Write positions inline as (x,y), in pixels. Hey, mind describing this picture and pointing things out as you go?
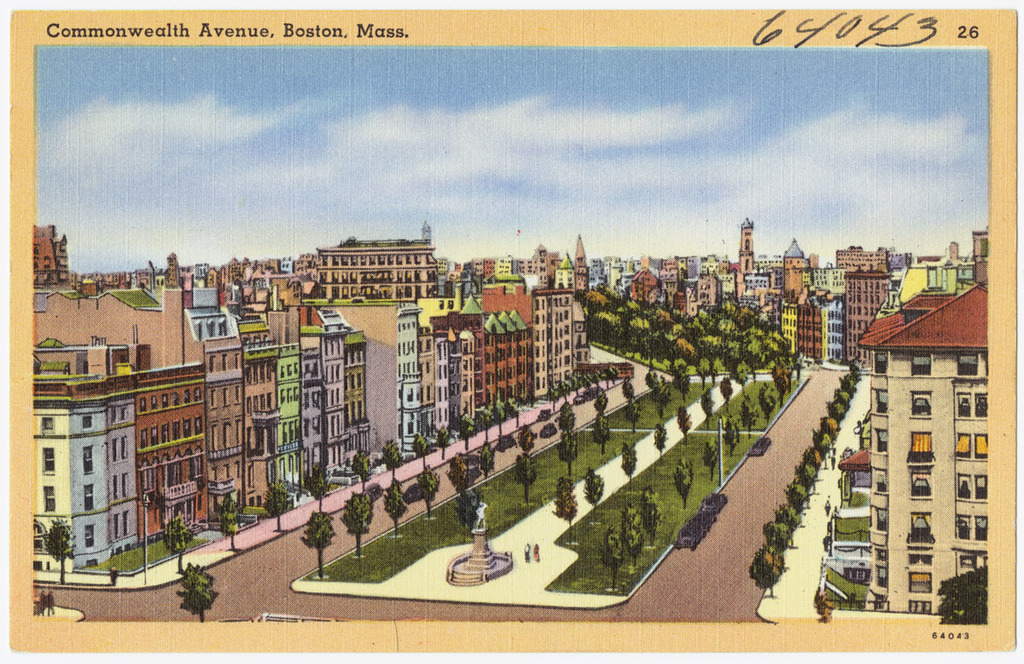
In this picture we can see poster (768,27), in this poster (678,285) we can see buildings (789,275), trees (635,423), grass (617,516), people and sky (832,99) with clouds (587,134). At the top (812,27) we can see text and numbers (872,30).
